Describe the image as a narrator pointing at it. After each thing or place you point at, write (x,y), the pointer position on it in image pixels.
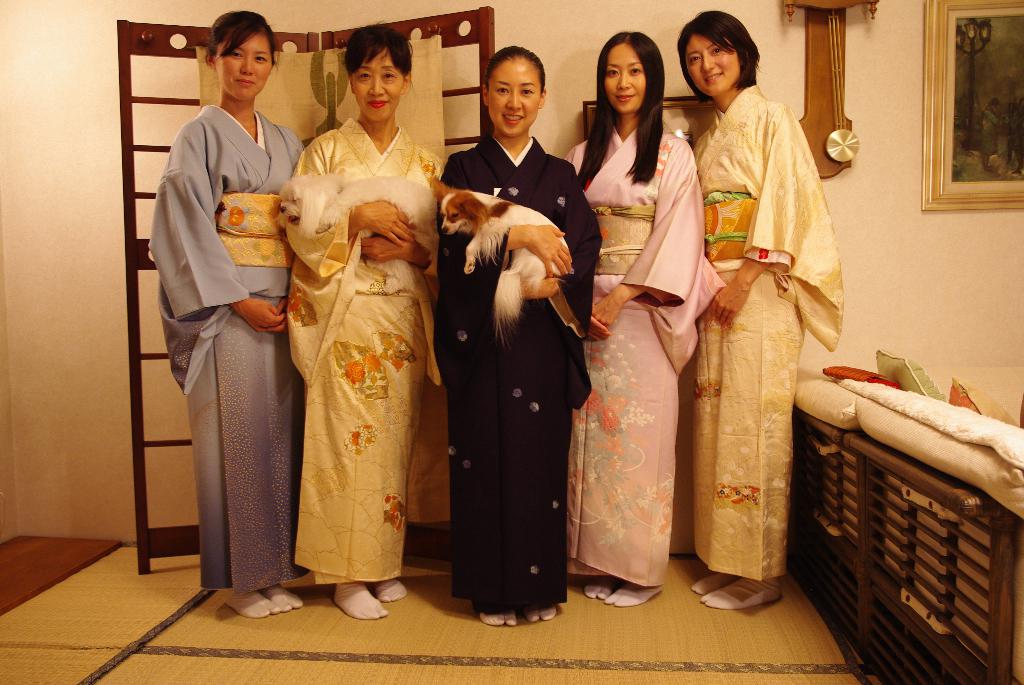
In this image we can see five women (601,285) standing in a room (162,93), two of them are holding dogs (453,195) in their hands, there is a stand (196,101) at the back (178,98), a picture frame (944,89) and clock (824,95) attached to the wall (869,128) and there is a couch (950,507) on the right side (950,515).
